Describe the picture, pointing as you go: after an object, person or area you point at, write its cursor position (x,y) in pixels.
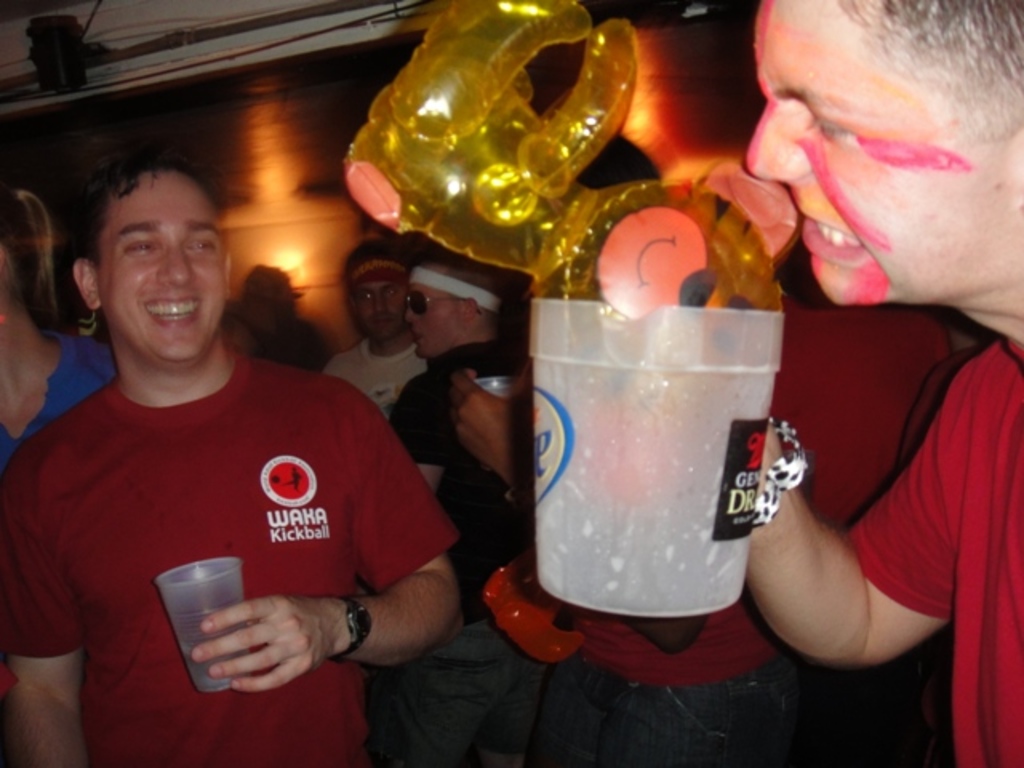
In this image we can see people (271,517) standing on the floor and some are beverage tumblers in their hands (246,633).
